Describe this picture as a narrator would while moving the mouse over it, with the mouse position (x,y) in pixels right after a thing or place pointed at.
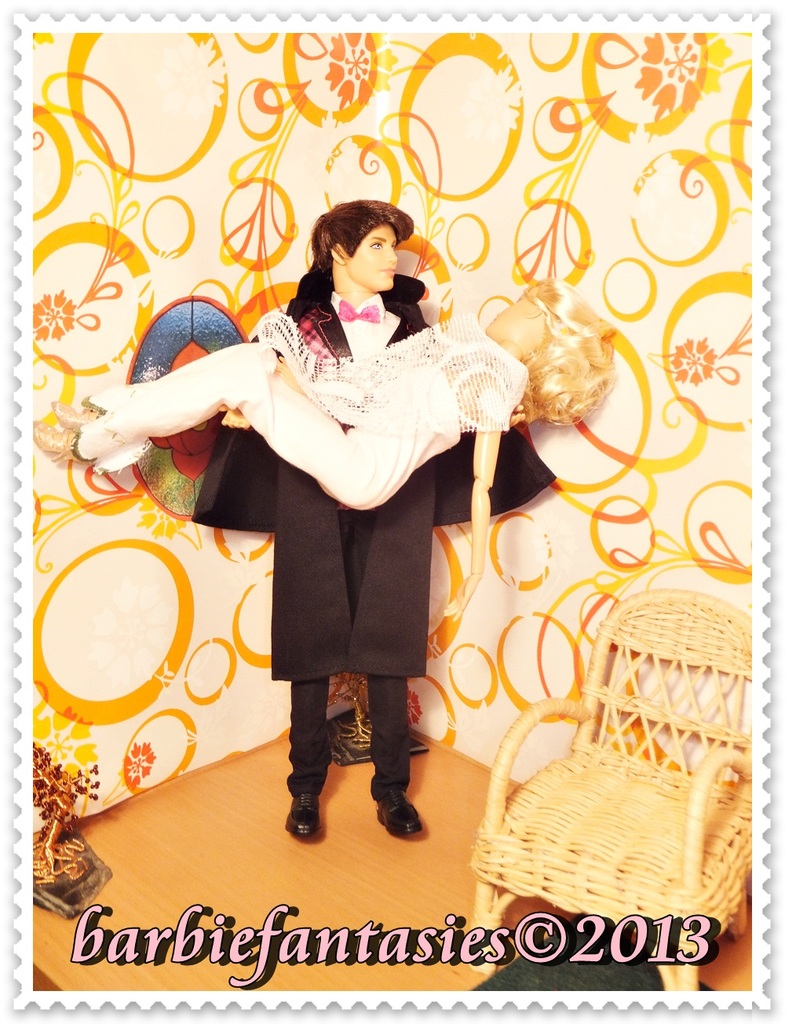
This picture seems to be an edited image. On the right (698,665) we can see the chair (515,855) and some objects (65,853) are placed on the ground (400,873). In the center (398,518) we can see the toy (389,242) of a man (332,313) wearing jacket (340,574) and carrying the toy (278,404) of a woman (304,423). In the background (582,108) we can see an object (612,531) seems to be the wall (96,583) on which we can see the pictures (575,118) of some objects (612,133). At the bottom (282,932) we can see the text (159,930) and numbers (662,950) on the image.
